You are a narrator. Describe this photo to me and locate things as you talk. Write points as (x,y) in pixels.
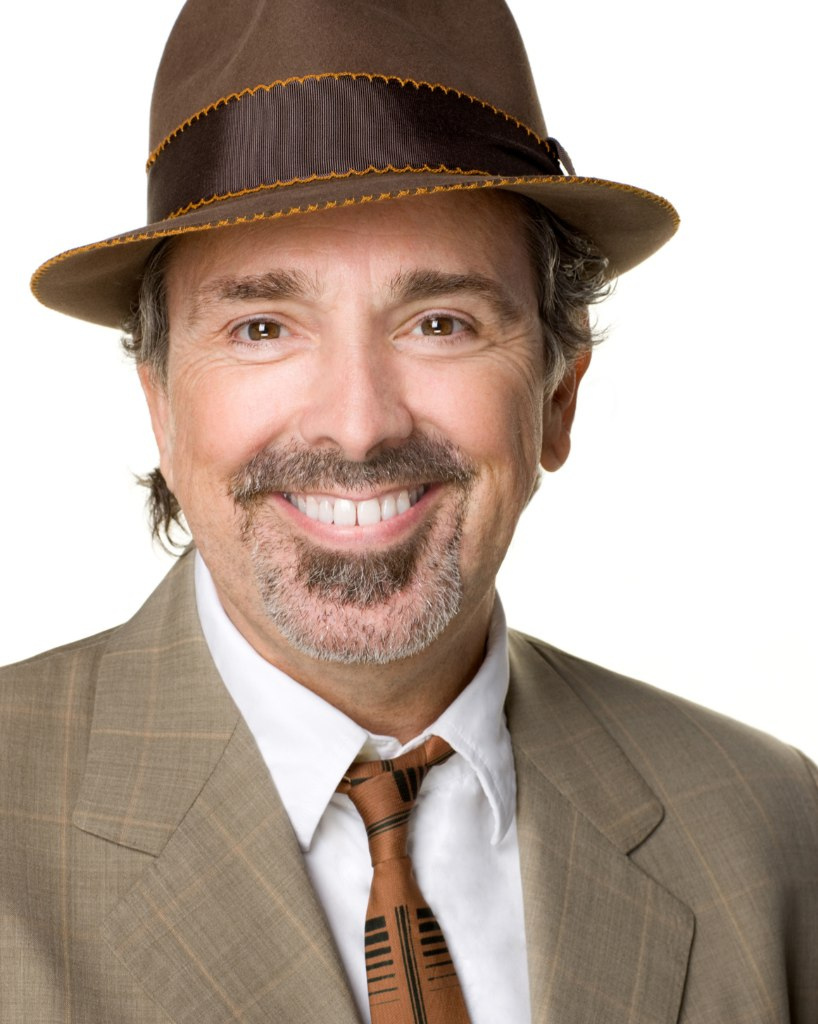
This image consists of a man (263,882) wearing a brown suit (728,920) along with a tie (405,924). He is also wearing a hat (325,174).
